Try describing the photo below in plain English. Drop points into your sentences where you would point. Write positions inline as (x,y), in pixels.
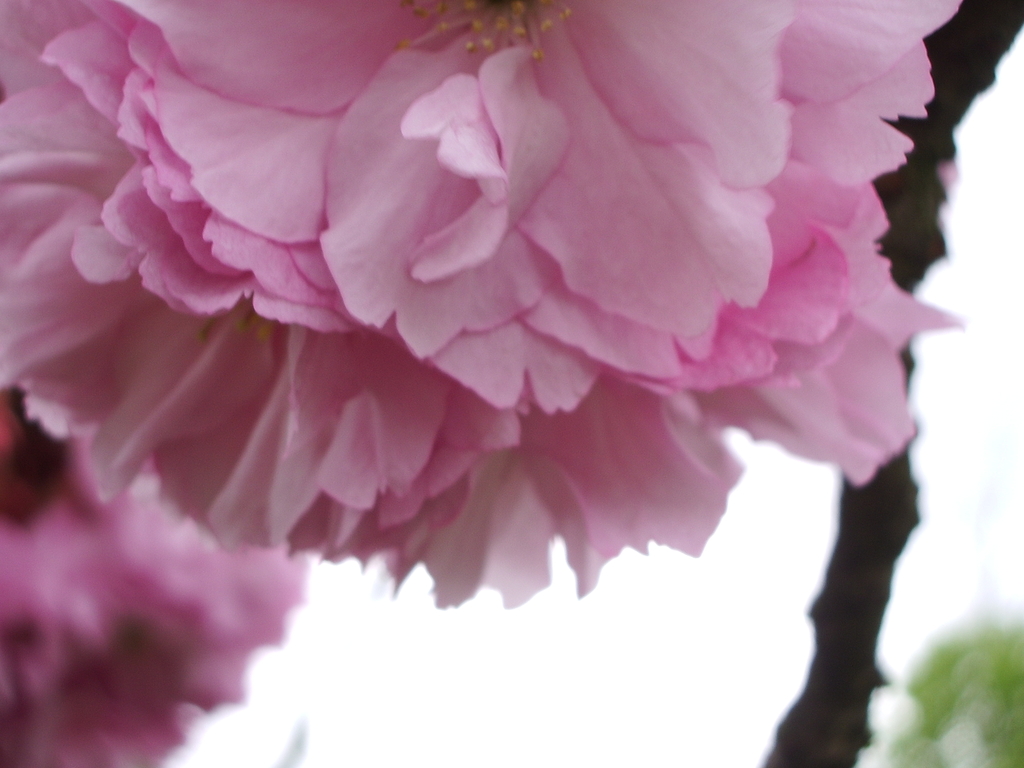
In this image, we can see flowers (434,406). Background (635,644) there is a blur view. Here we can see white, green colors.
